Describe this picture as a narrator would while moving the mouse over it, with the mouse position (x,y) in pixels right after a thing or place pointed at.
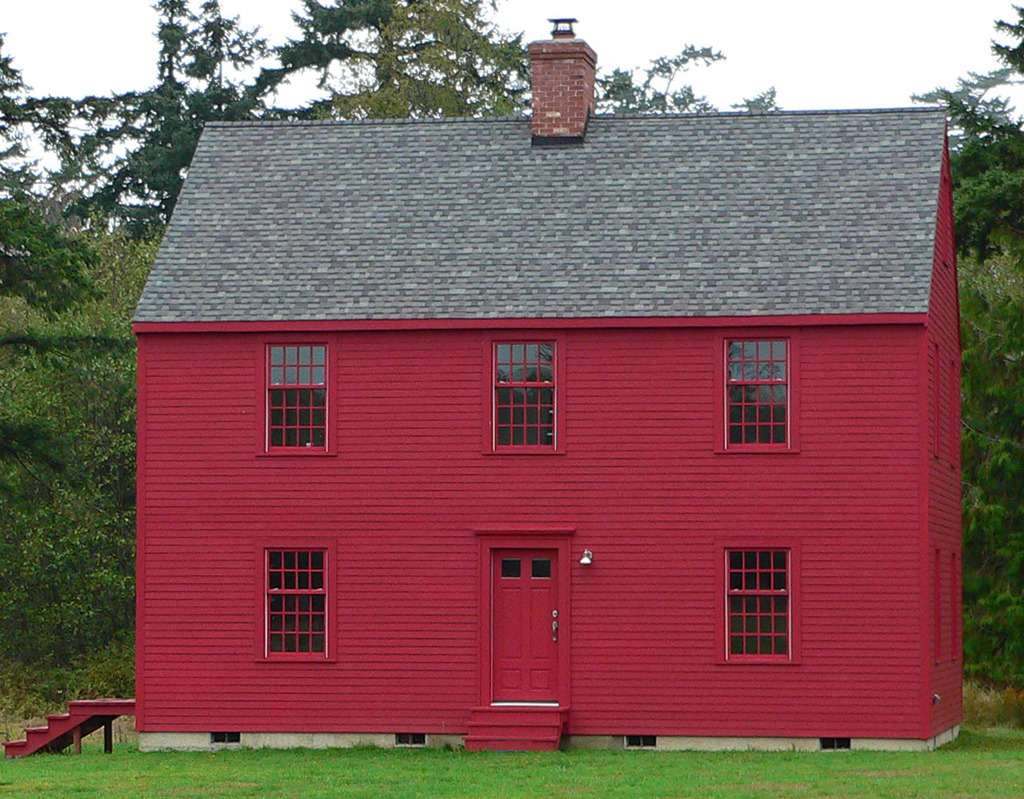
In the center of the picture (414,341) there is a house (448,473) painted red, to the house (397,414) there are windows (299,415), doors (493,603) and staircases (56,730). In the foreground (337,779) there is grass (300,776). In the background (130,273) there are trees (397,67).
